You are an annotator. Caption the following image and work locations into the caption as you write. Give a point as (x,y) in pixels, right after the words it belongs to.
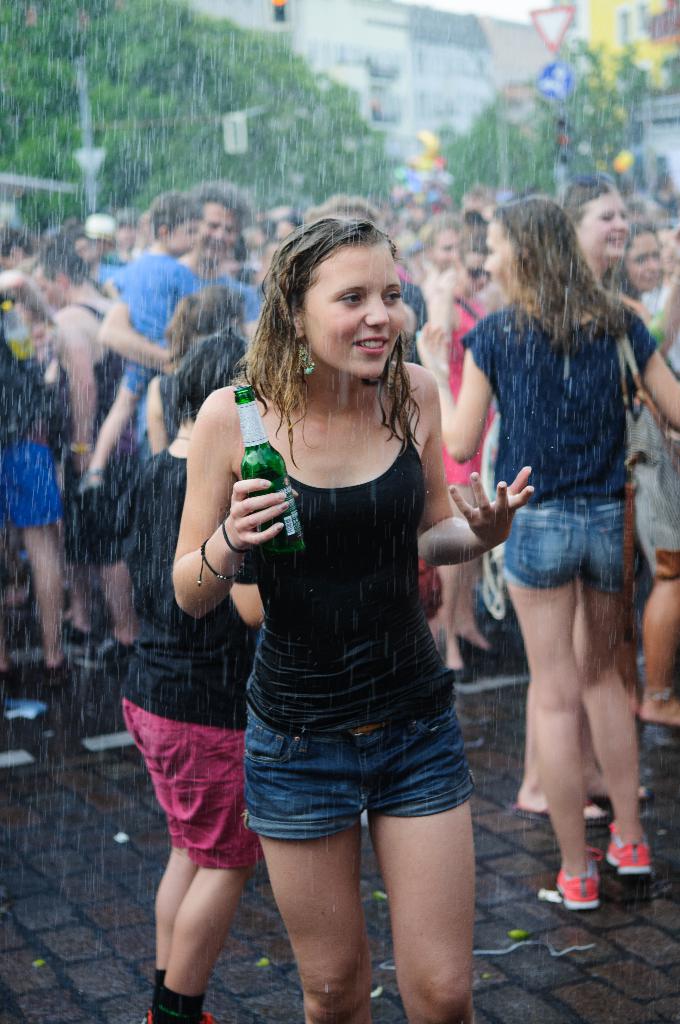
In the middle of the image (370,409) a woman (420,454) is standing and holding a bottle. Behind her there are few people (4,399) walking on the rain (603,143). Top left side of the image (104,140) there are some trees (14,65). Top right side of the image (555,18) there is a sign board (558,67) and there is a building (436,74).
